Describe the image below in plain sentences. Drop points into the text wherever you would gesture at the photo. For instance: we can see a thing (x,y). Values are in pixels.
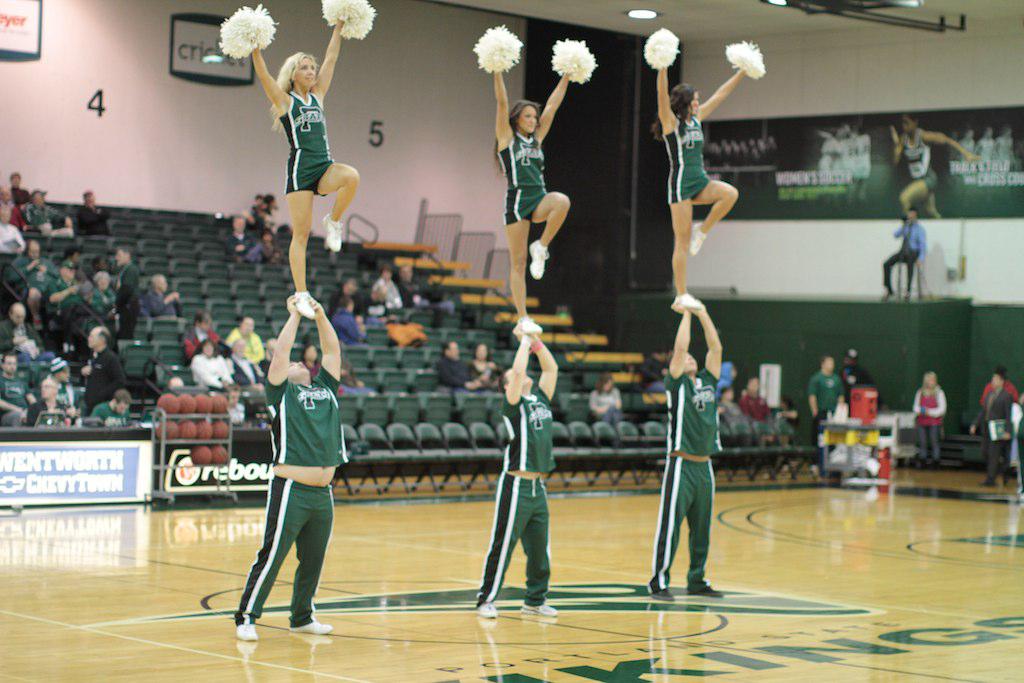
In this image we can see women (312,134) and men (291,402) performing gymnastics and women (325,123) are holding pom poms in their hands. In the background (173,398) we can see spectators (359,334), balls (187,409) arranged in the racks (159,454), advertisement boards (216,72), persons (830,386) standing on the floor (902,538) and walls (257,108).
